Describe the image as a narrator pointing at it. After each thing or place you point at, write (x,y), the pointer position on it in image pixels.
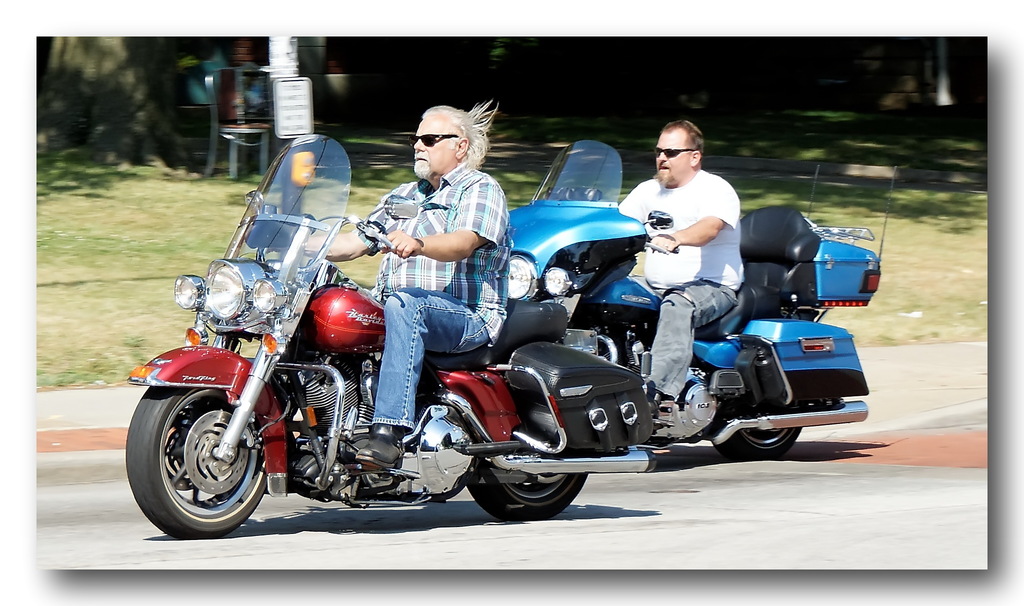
In this image there are 2 persons (454,207) riding a motor bike (564,386) in the street (944,501), and in the back ground (279,94) there are plants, trees (141,141), pole (295,71), name board (288,107), chairs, grass (245,186).
